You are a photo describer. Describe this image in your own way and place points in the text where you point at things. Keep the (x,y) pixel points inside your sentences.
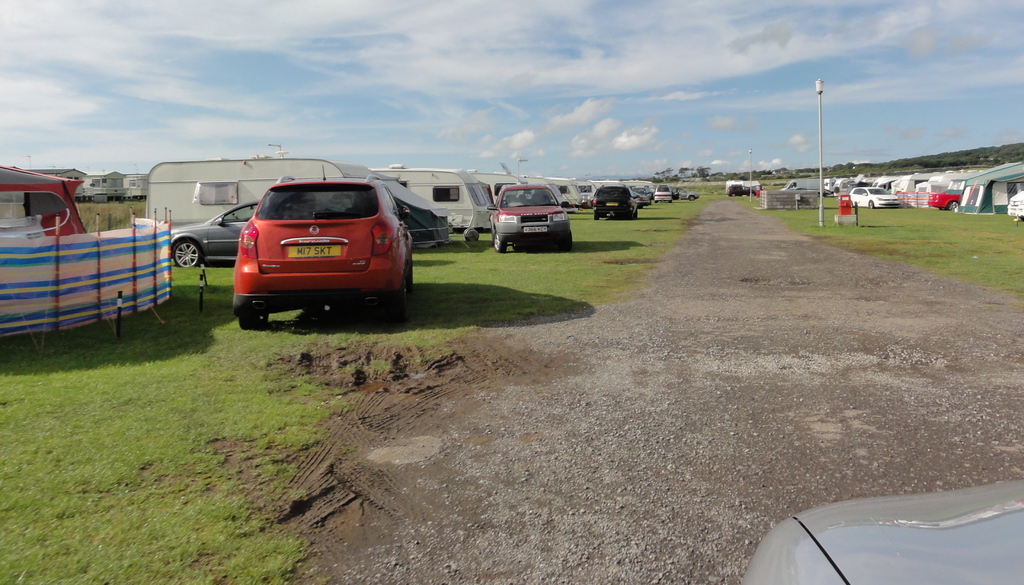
In this picture we can see there are vehicles (466,222), poles (99,239) and some objects (779,198) on the grass (849,230). On the left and right side of the image (996,190) those are looking like tents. Behind the vehicles (195,199), there are trees (761,171) and the sky (565,75).
